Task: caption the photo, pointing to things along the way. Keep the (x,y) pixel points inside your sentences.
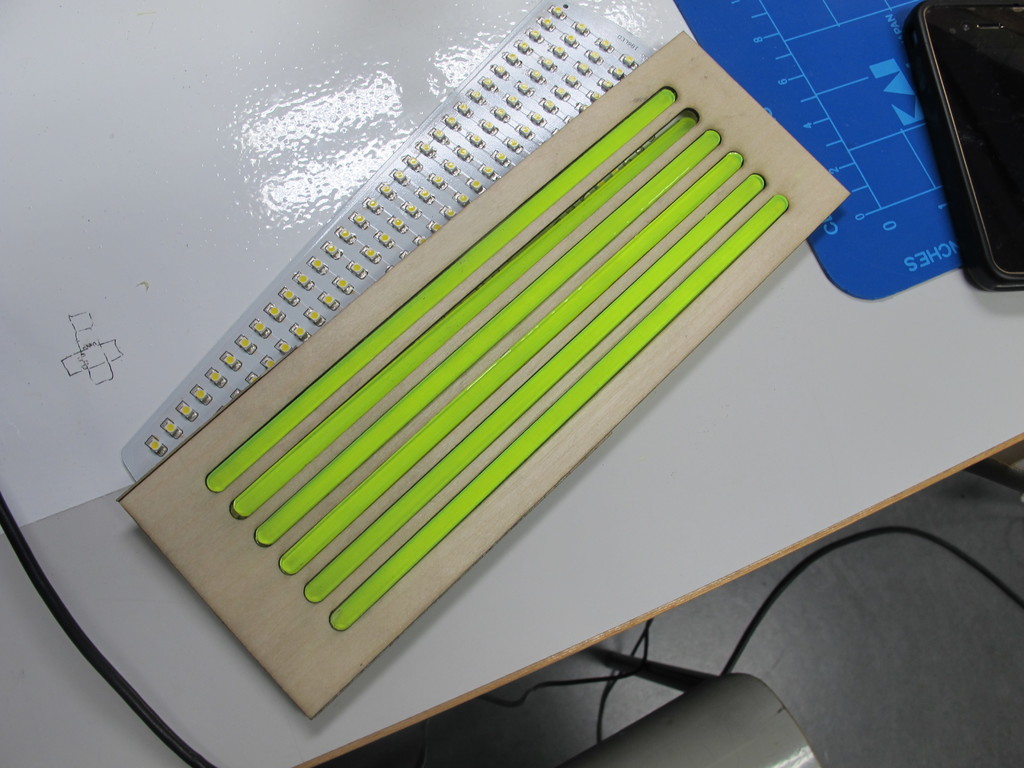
In this image there is a table (820,378) and we can see cardboard (474,321), led strip (429,179), mouse pad (870,166) and a mobile (936,83) placed on the table (723,454). At the bottom (644,634) we can see wires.
